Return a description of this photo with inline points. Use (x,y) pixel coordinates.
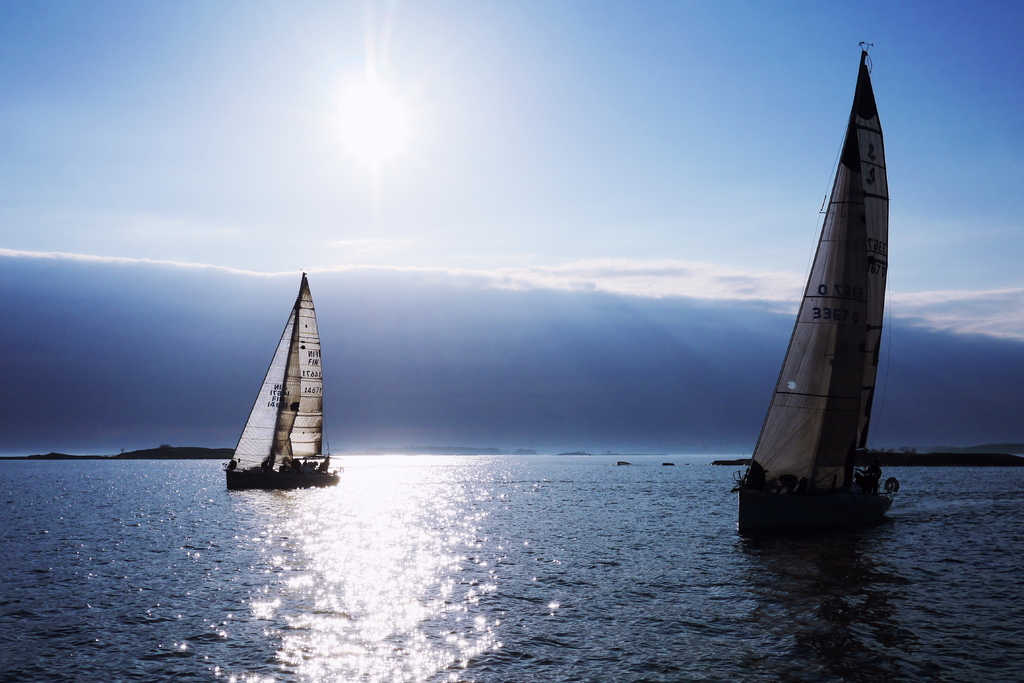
In this image, I can see two sailboats (320,461) on the water (395,605). This looks like a sea (293,546). This is the sky (436,235). In the background (182,451), I can see the kind of island (227,453).
